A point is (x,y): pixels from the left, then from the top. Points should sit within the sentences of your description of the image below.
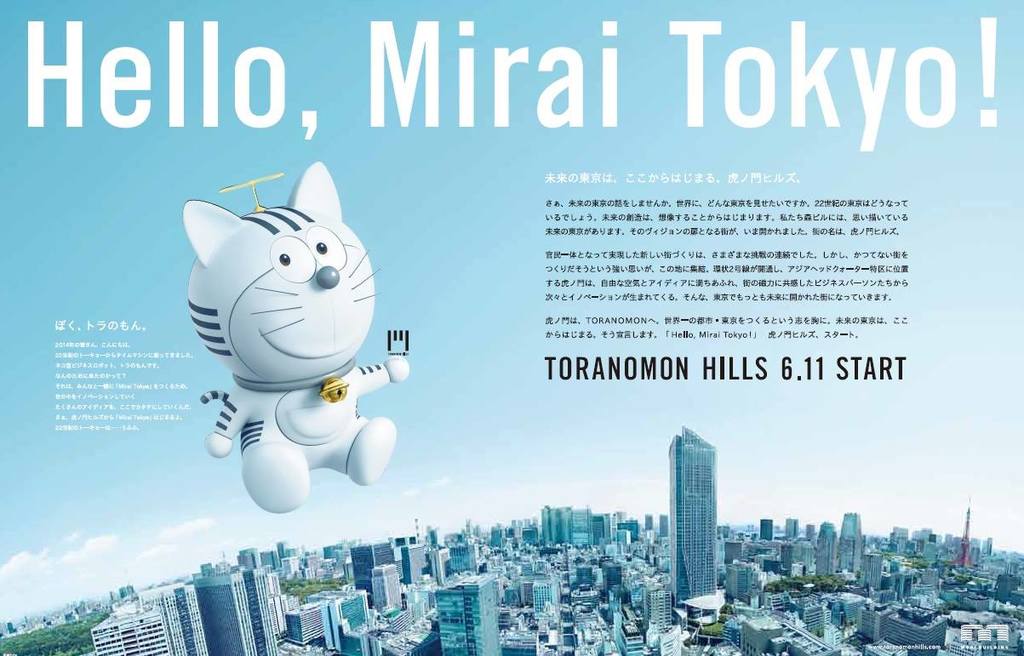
We can see poster (416,567), on this poster (452,591) we can see buildings (609,570), trees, cartoon image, text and sky (3,239).
